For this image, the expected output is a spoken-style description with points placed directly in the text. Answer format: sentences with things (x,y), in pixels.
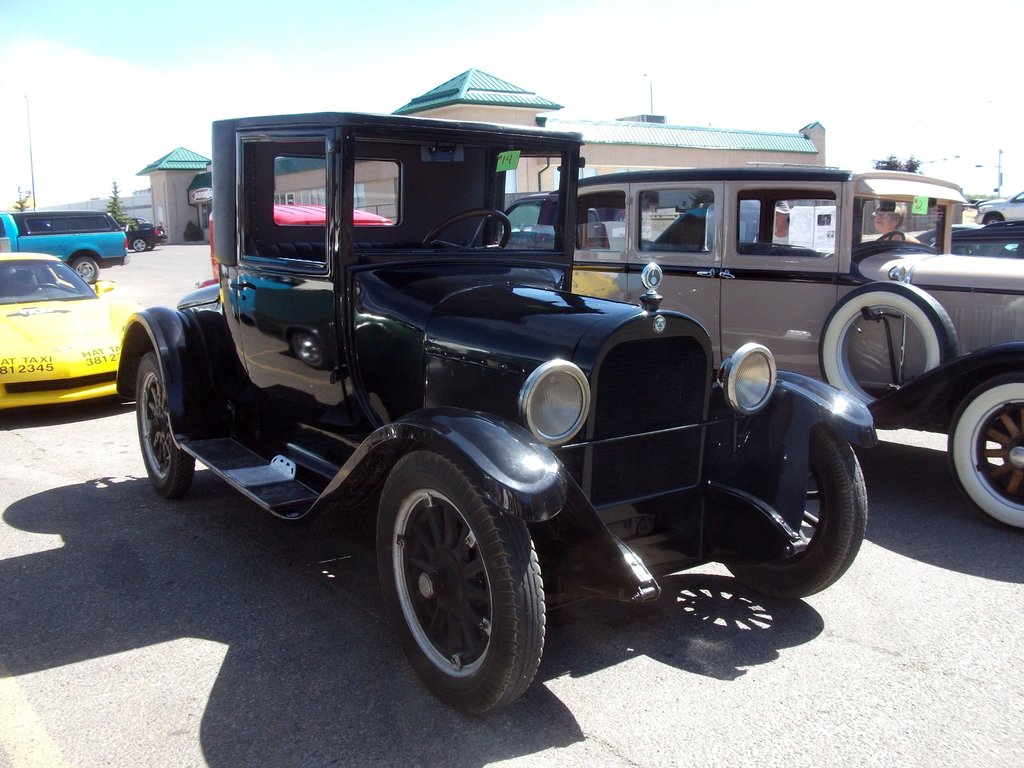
There is a vehicle (525,382) in the foreground area of the image (419,243), there are vehicles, houses (489,106), plants (122,214) and the sky (395,104) in the background (113,34).
